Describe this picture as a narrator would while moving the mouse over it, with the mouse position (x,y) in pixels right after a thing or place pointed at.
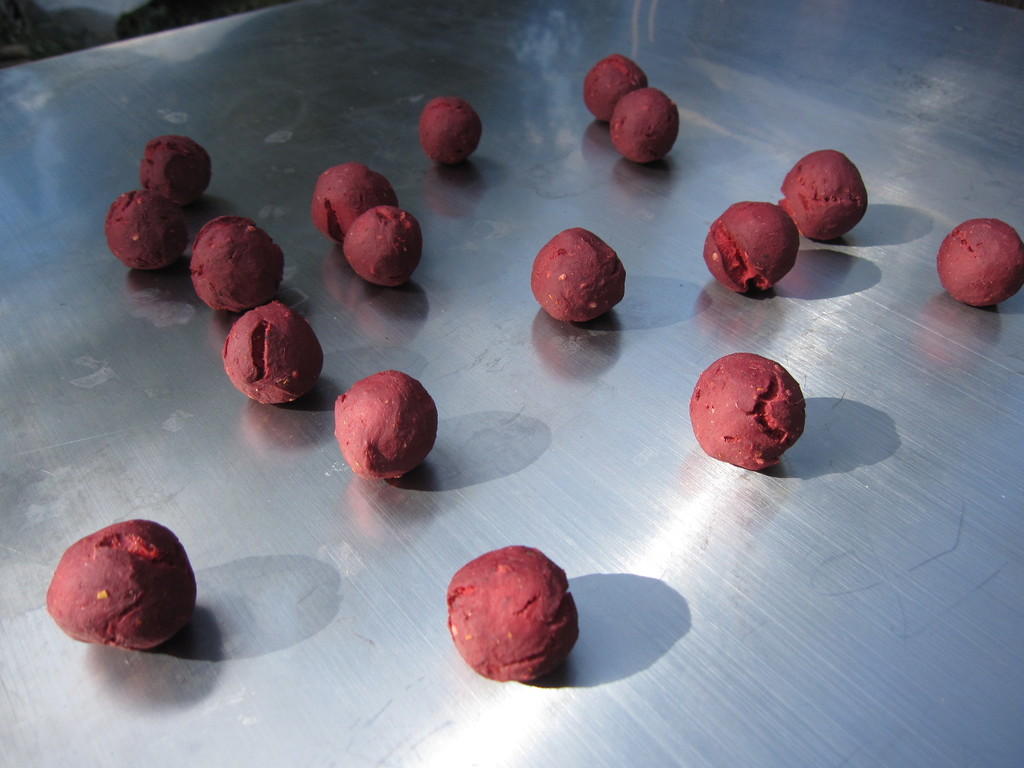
In this image I can see the silver colored surface (826,577) and on the silver colored surface (848,600) I can see few balls (775,442) which are red in color.
